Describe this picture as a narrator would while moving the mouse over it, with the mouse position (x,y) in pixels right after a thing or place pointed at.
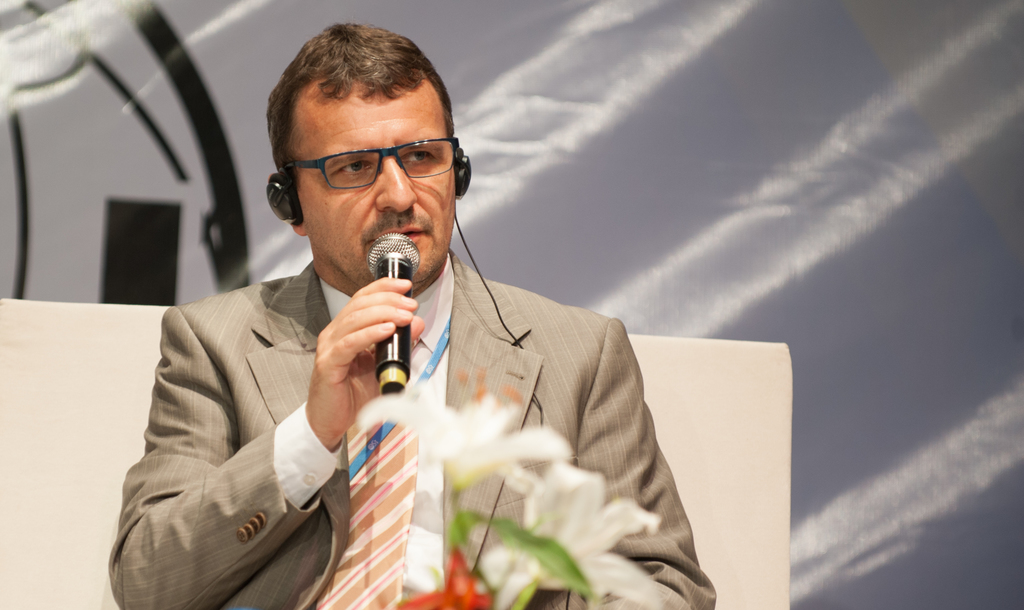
in center (437,359) we can see one person (444,299) sitting on the chair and holding microphone (387,262) and he is wearing headphones (469,175). In front (575,564) there is a flower (526,516). In the background (480,30) we can see sheet (488,44).
